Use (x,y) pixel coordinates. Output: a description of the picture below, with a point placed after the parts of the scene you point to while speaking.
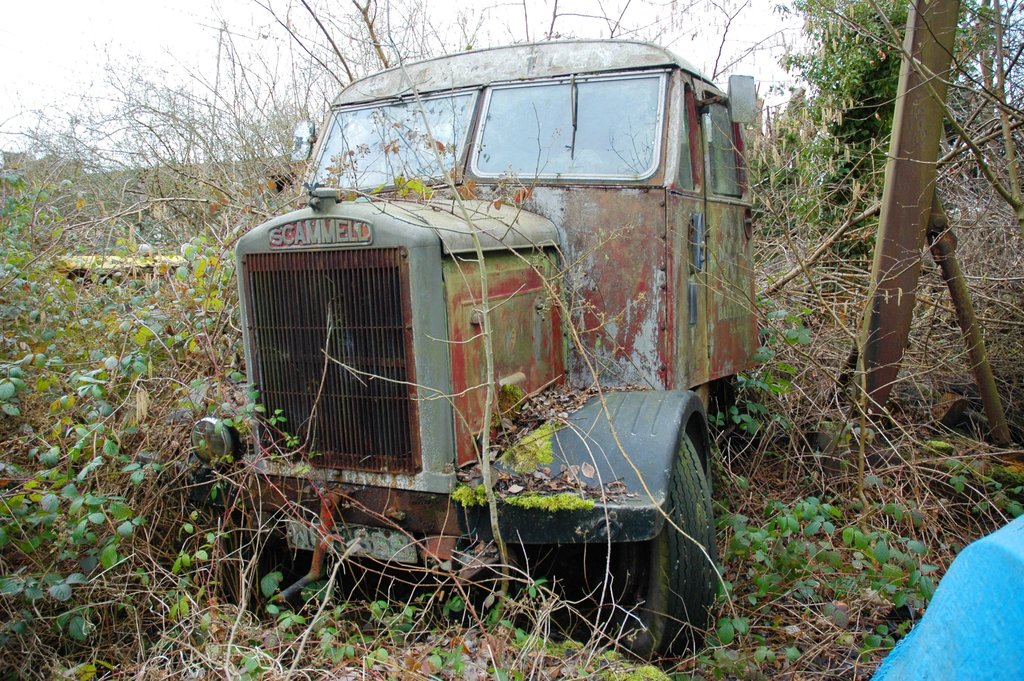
In this picture we can see a vehicle (371,449) on the ground (741,584), trees (827,109) and in the background (702,19) we can see the sky (696,47).
